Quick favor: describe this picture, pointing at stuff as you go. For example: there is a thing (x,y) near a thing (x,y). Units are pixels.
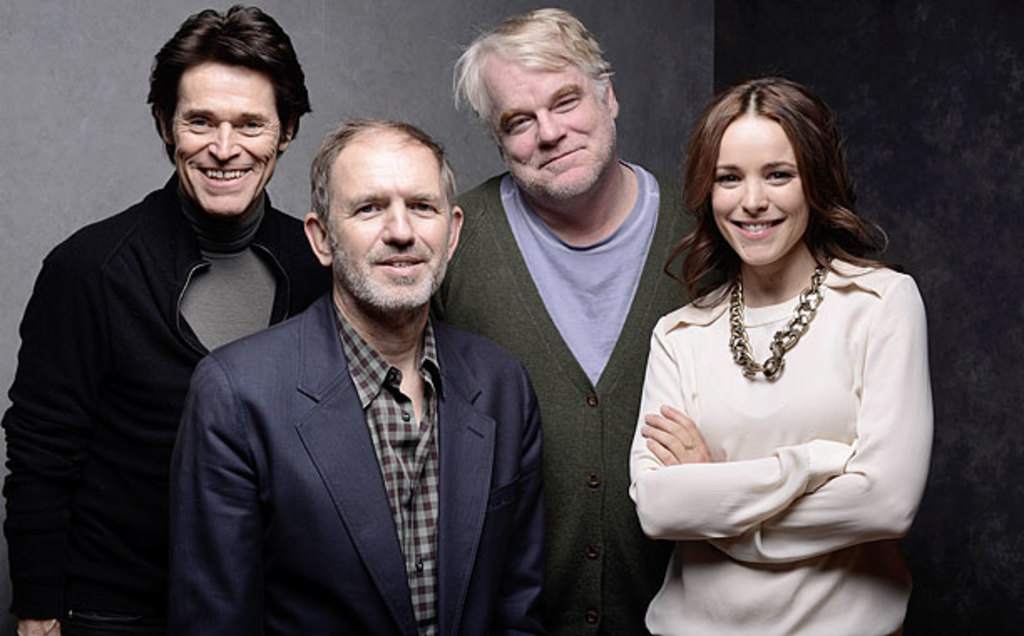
This picture describes about group of people (451,299), they are all smiling.
